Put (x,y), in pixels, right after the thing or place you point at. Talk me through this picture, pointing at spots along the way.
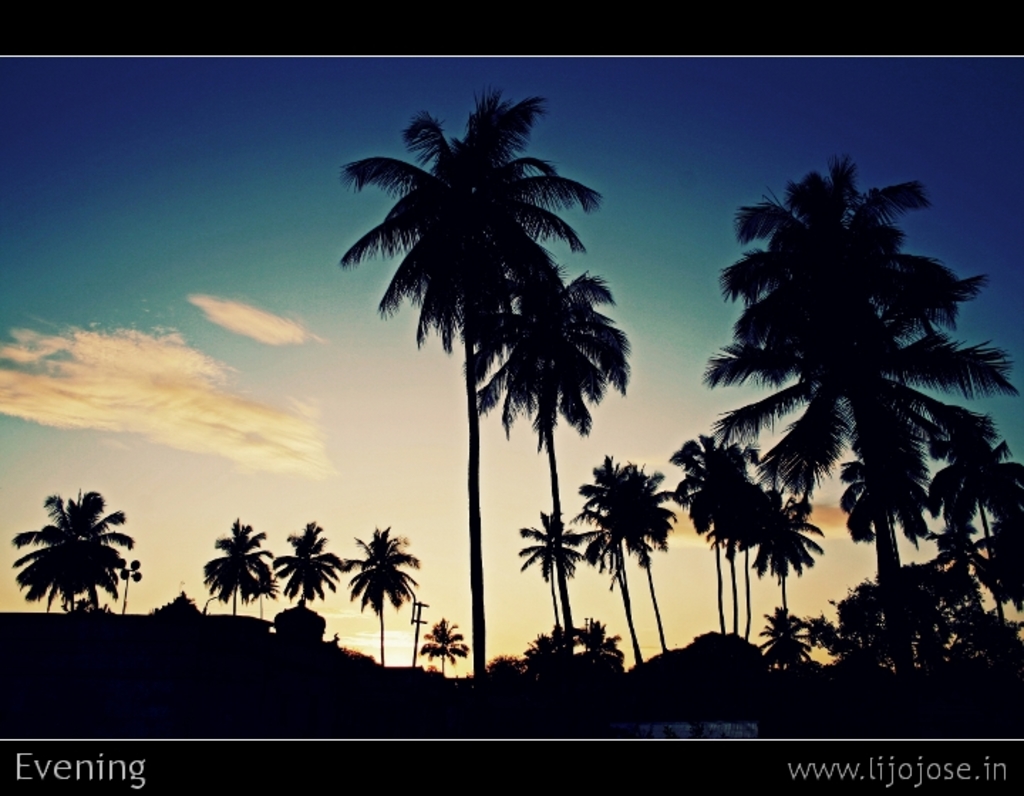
In this image I can see number of trees (533,289) and a view of sky (181,196).
